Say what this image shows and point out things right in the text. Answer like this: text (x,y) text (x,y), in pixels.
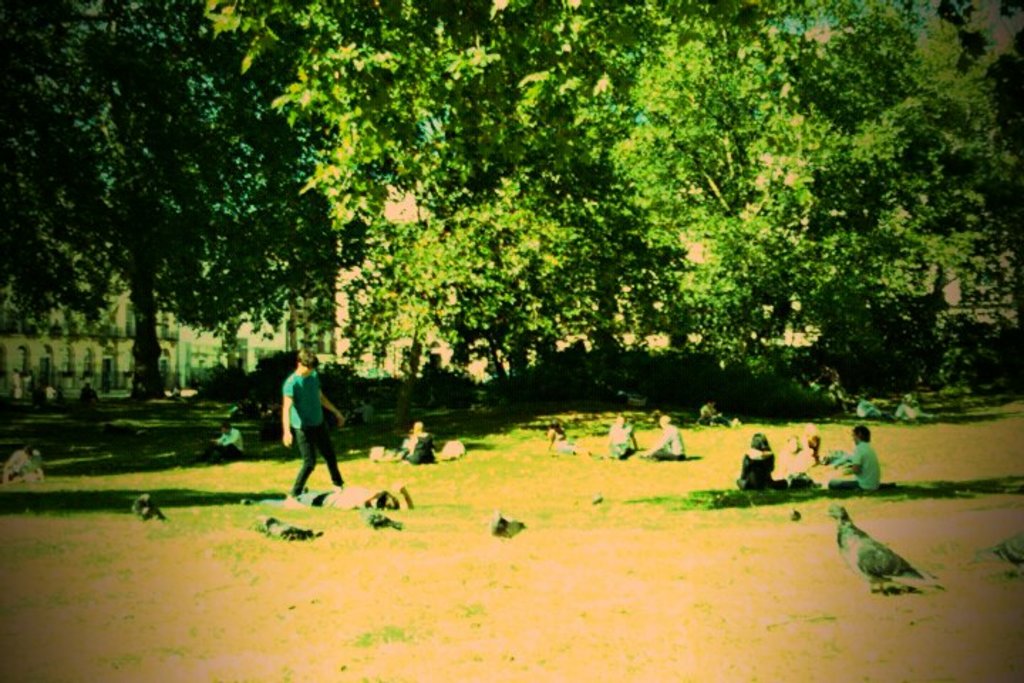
This image is an edited image. This image is taken outdoors. At the bottom of the image (358,601) there is a ground (363,600) with grass (460,595) on it. In the background (359,248) there are many trees (561,353) and plants (790,371) on the ground (842,425). In the middle of the image (343,415) a man (317,379) is standing on the ground (330,517) there are a few birds (845,551) on the ground (805,515). A few people (771,460) are sitting and a person (336,498) is lying on the ground (428,518).
